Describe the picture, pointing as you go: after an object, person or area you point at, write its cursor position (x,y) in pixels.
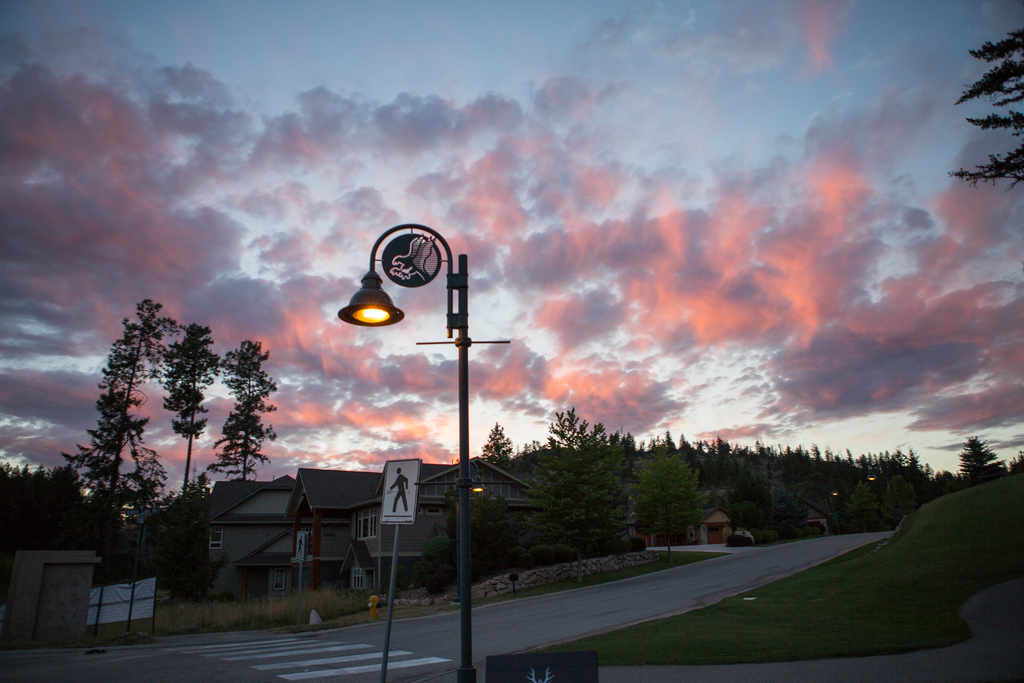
At the bottom of the picture (298,658), we see the road (474,633). In front of the picture, we see a lamp post (407,247), a pole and a board (391,522) in white color. On the right side (845,572), we see the grass (917,536). On the left side (329,537), we see a building (72,586) and a banner (120,591) in white color. There are trees (119,578) and the buildings (241,549) in the background (242,565). At the top (349,134), we see the sky (349,134) and the clouds (617,238). In the right top (991,60), we see a tree (991,79).
